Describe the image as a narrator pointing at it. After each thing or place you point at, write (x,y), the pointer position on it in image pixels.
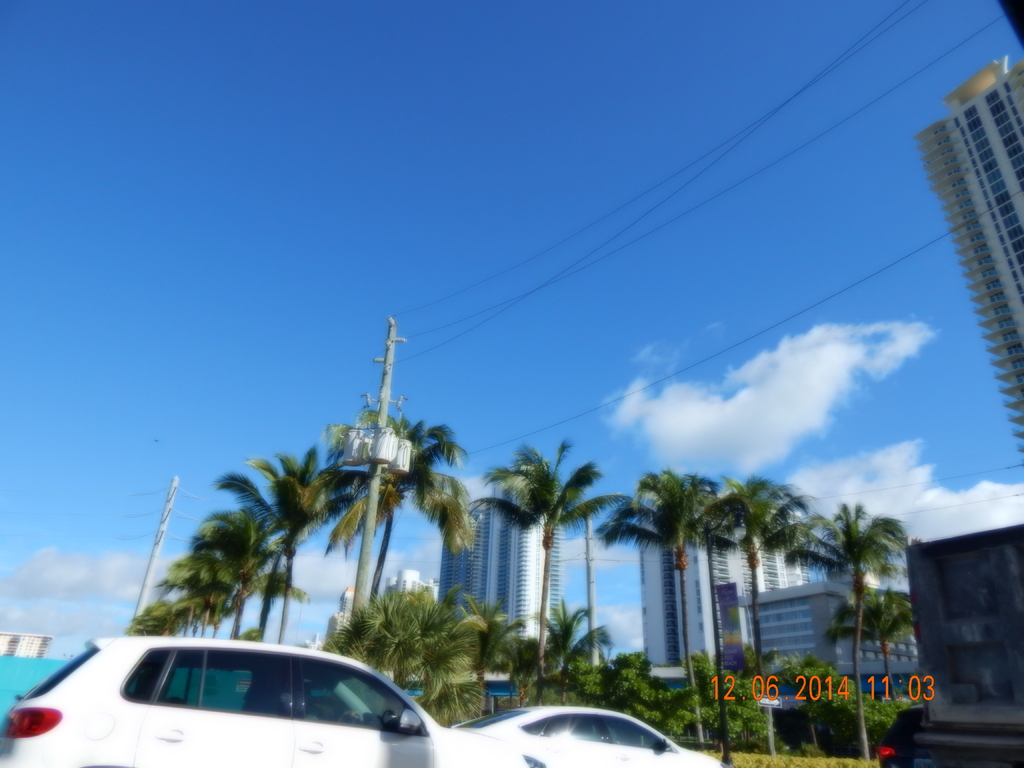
In this picture I can see buildings (777,571), trees (680,550) and couple of cars (337,654) and I can see text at the bottom right corner of the picture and a blue cloudy sky (501,322).
